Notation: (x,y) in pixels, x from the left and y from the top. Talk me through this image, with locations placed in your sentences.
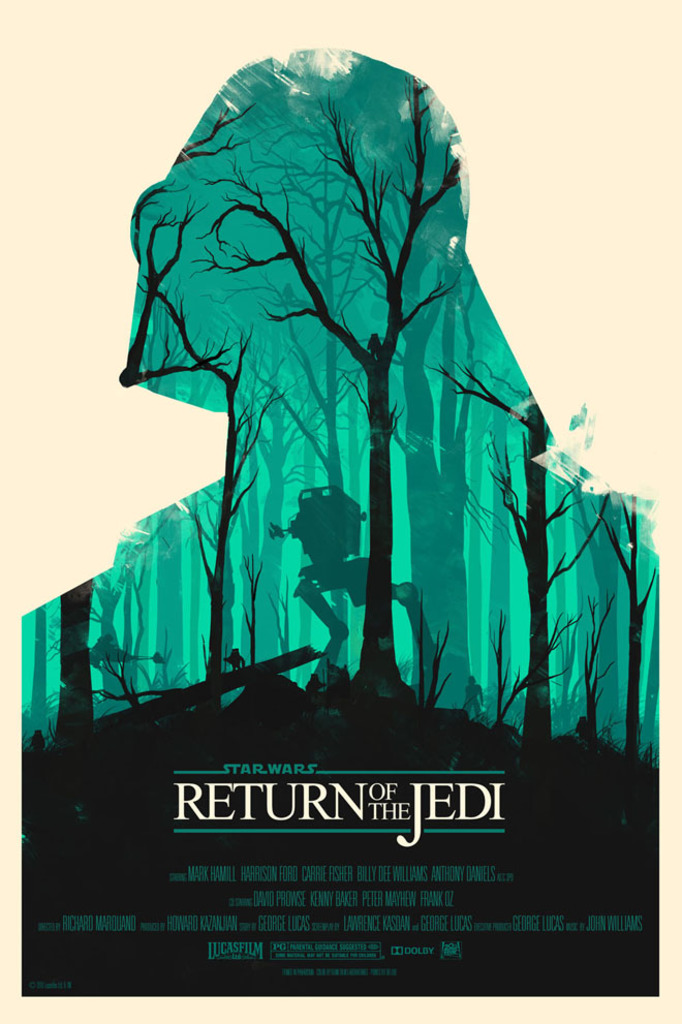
In this picture I can see painting (371,704) of trees (371,438). I can also see something written on it.
